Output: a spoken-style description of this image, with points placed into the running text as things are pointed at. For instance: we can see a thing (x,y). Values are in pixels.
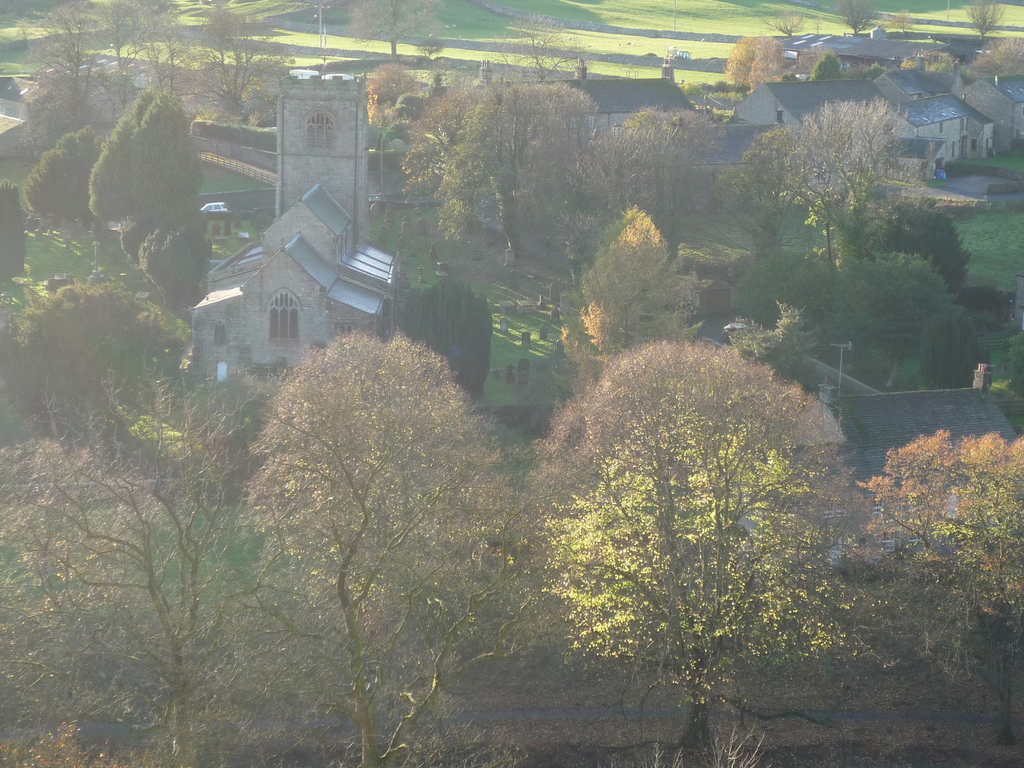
In the image there are many trees (616,338). In between the trees (910,303) there are buildings (280,251) with roofs (303,267), walls (307,150), windows (274,307) and pillars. And on the ground (579,7) there is grass (532,338) and also there are graves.
